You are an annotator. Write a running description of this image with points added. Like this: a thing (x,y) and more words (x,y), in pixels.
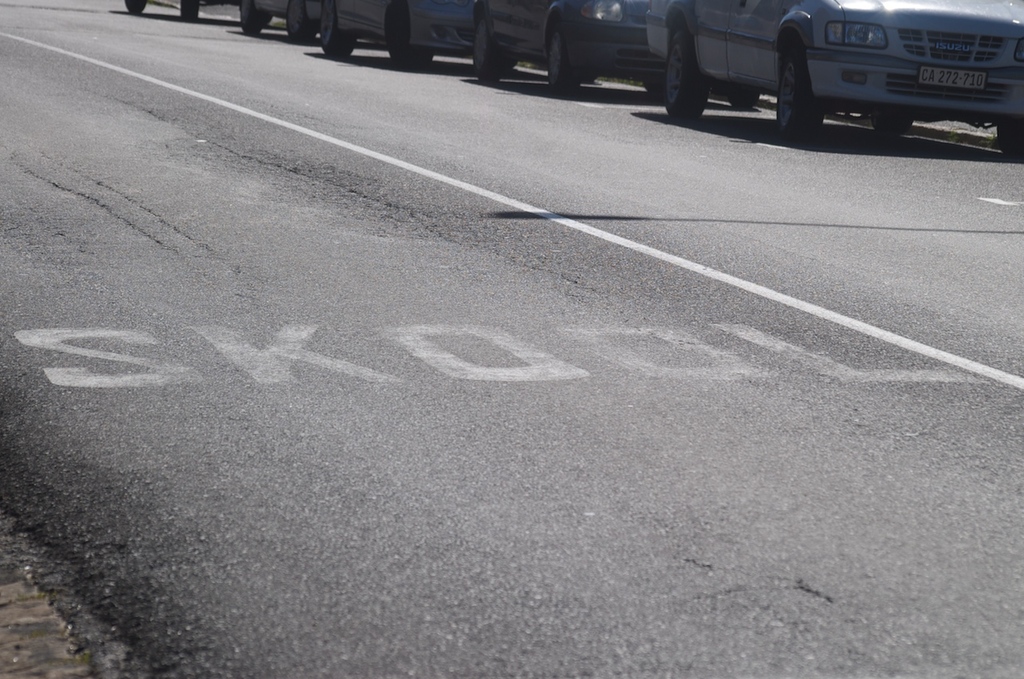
In this image we can see few vehicles (556,43) on the road (475,270).
